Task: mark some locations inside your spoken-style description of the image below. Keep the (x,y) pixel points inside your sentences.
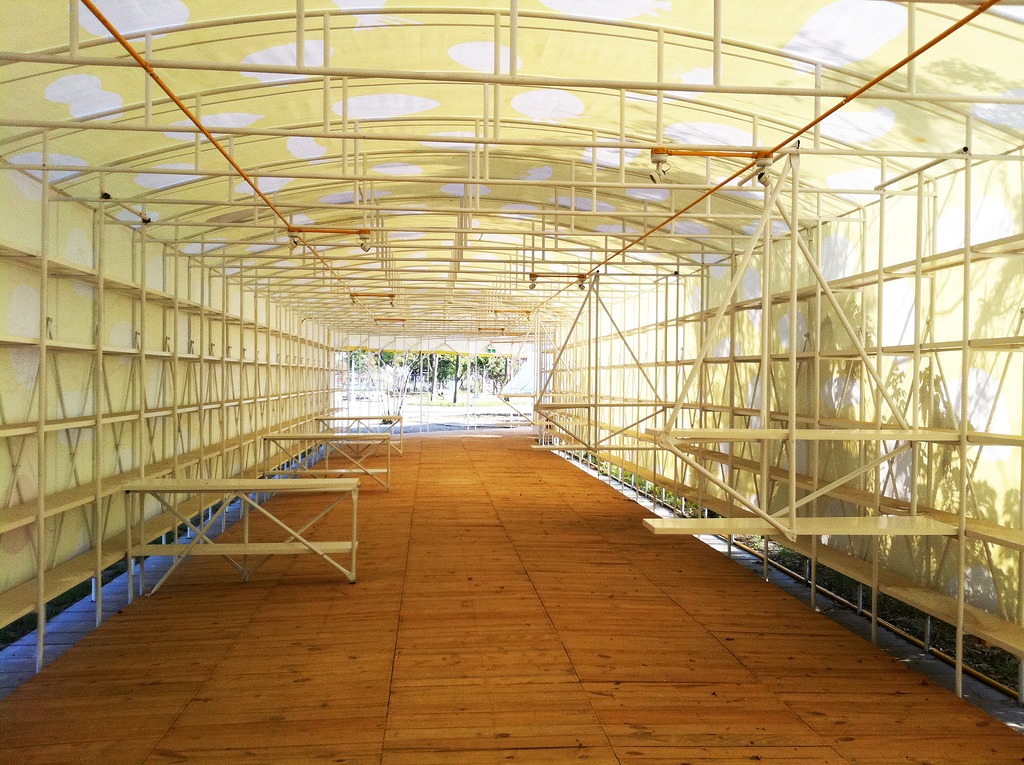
In this image I can see benches (241,480), metal rods (452,320), shed (362,217), trees (480,371) and poles (476,395). This image is taken may be during a day.
